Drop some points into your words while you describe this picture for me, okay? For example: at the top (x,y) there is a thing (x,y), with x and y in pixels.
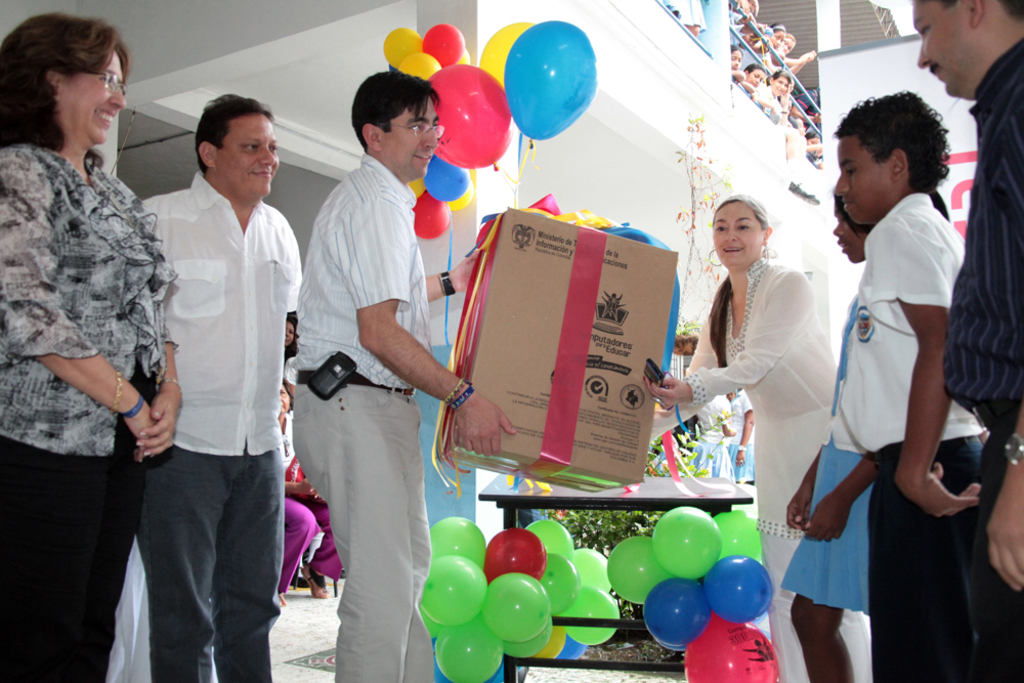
In this picture we can see a group of people (453,268) standing on the floor (308,680) and two people (415,423) are holding a cardboard box (525,365). Behind the people (363,670) there is a table (614,493), plant (612,521), balloons (495,552), pillar (713,48) and some people (751,92) are standing in the balcony (731,90) and a banner (829,174).
